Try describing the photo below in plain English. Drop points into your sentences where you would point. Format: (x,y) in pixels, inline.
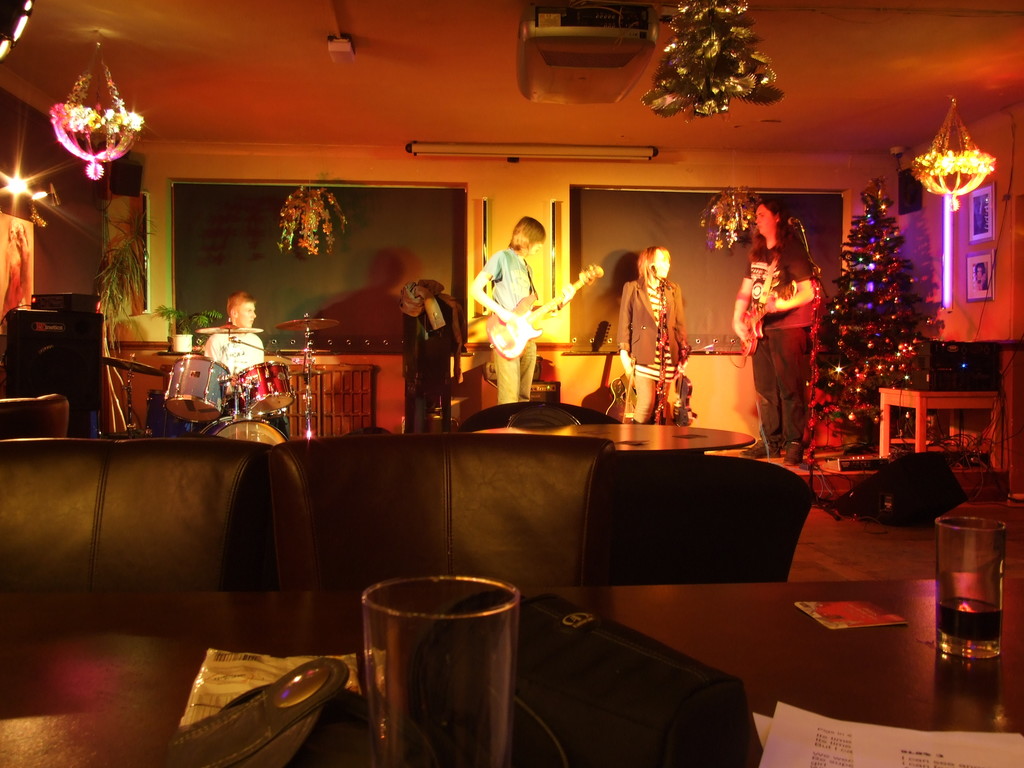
At the top (859,126) we can see ceiling (524,120) and lights (970,146) and decorative things (944,155). This is a light (942,142) and boards (460,235). We can see persons (520,362) standing and playing musical instruments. This is a mike (661,288). We can see one person's (249,350) sitting and playing drums (278,364). These are chairs (330,546) near to the table (737,591) and on the table (912,648) we can see a paper (883,739), water glasses (987,591). We can see frames (968,264) over a wall (1004,250).
